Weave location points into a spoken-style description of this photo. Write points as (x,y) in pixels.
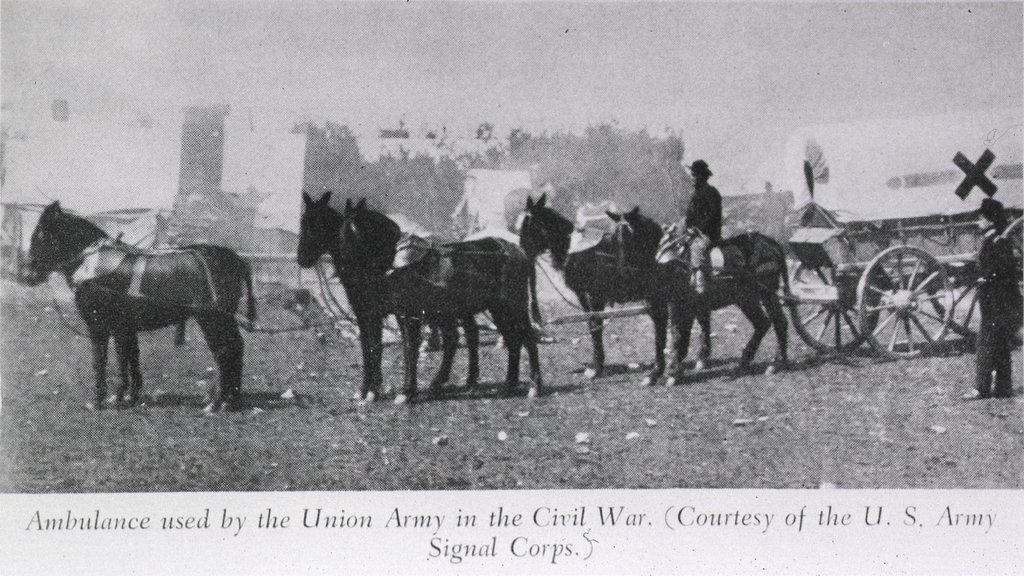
This is completely a black and white picture and this is very blurry on the background (532,85). Here we can see few animals (543,249) and a person (701,276) is sitting on an animal (671,289). This is a cart (902,262). At the right side of the picture (999,321) we can see one person (1003,351) standing.
